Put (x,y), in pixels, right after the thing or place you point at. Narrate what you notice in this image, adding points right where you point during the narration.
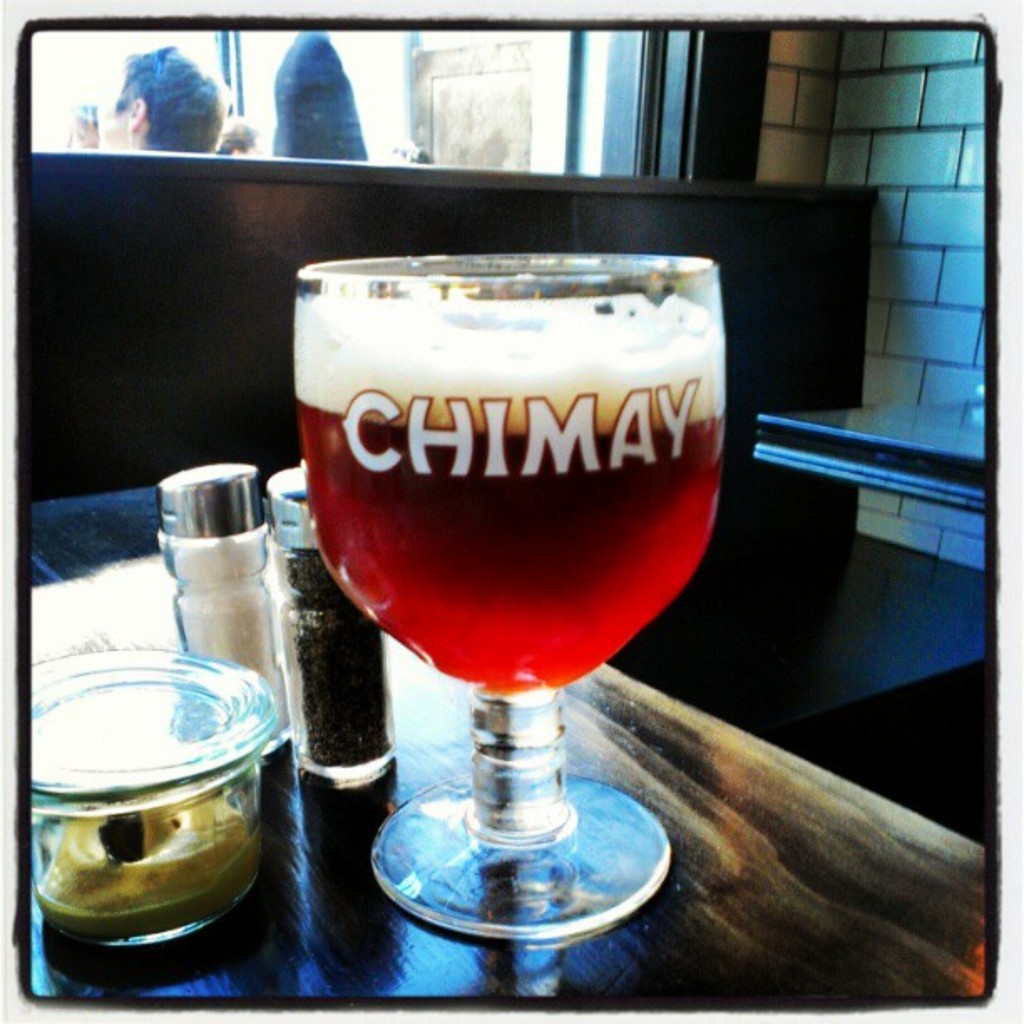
In this image there are tables (946,459) and we can see a glass (567,861) containing beer (541,674), salt and pepper shakers (296,649) and a bowl (256,827) placed on the table (768,782). In the background (158,133) we can see people (360,131) and there is a wall (904,209).
